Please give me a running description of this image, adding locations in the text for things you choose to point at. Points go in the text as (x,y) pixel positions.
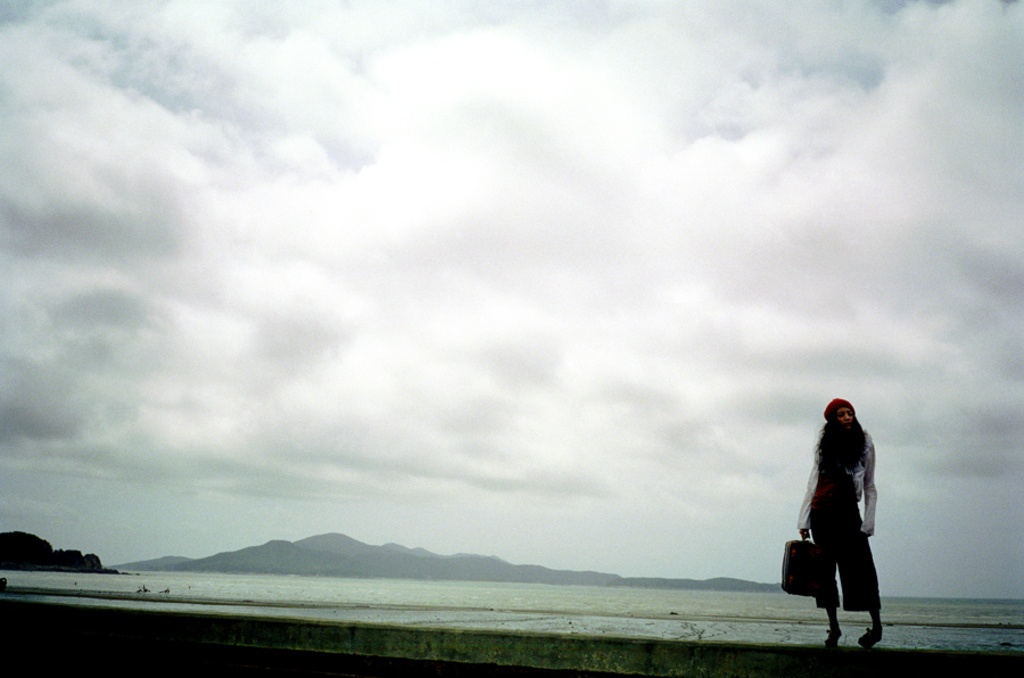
In this image we can see a person (832,511) wearing white and black color dress (852,547) standing, holding suitcase (799,577) in her hands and at the background of the image (521,580) there are some mountains (416,568), water (454,604) and cloudy sky (409,206).
